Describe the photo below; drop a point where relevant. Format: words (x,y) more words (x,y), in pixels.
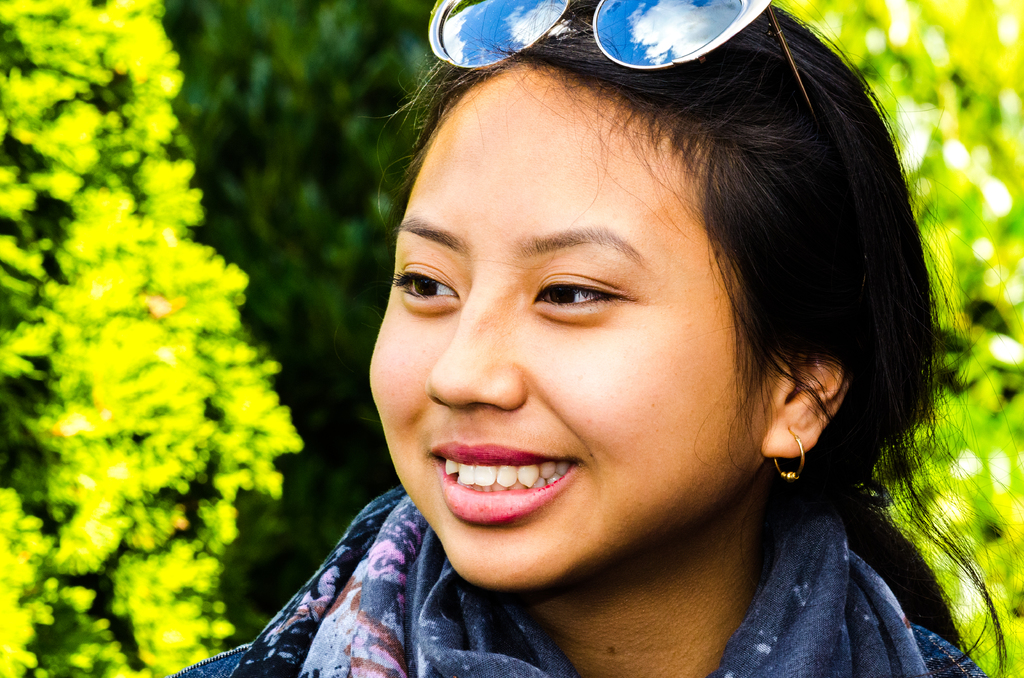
In this image in the foreground (516,414) there is one woman (520,367) who is wearing goggles (551,35), and in the background (273,353) there are some trees (283,334).
